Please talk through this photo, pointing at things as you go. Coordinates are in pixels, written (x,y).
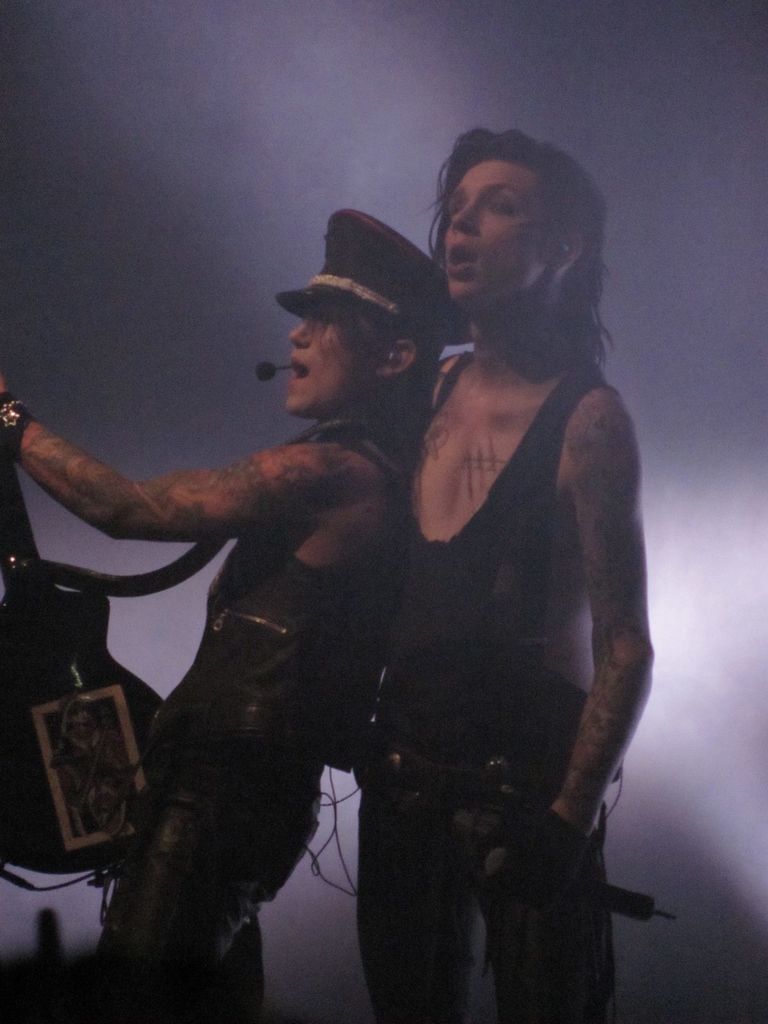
In this picture, we see two men (501,805) are standing. The man (402,433) on the left side (86,641) is holding a guitar (100,679) in his hand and I think he is singing the song on the microphone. Beside him, we see a man (496,454) and he might be singing the song. In the background (666,398), it is in white and blue color.
